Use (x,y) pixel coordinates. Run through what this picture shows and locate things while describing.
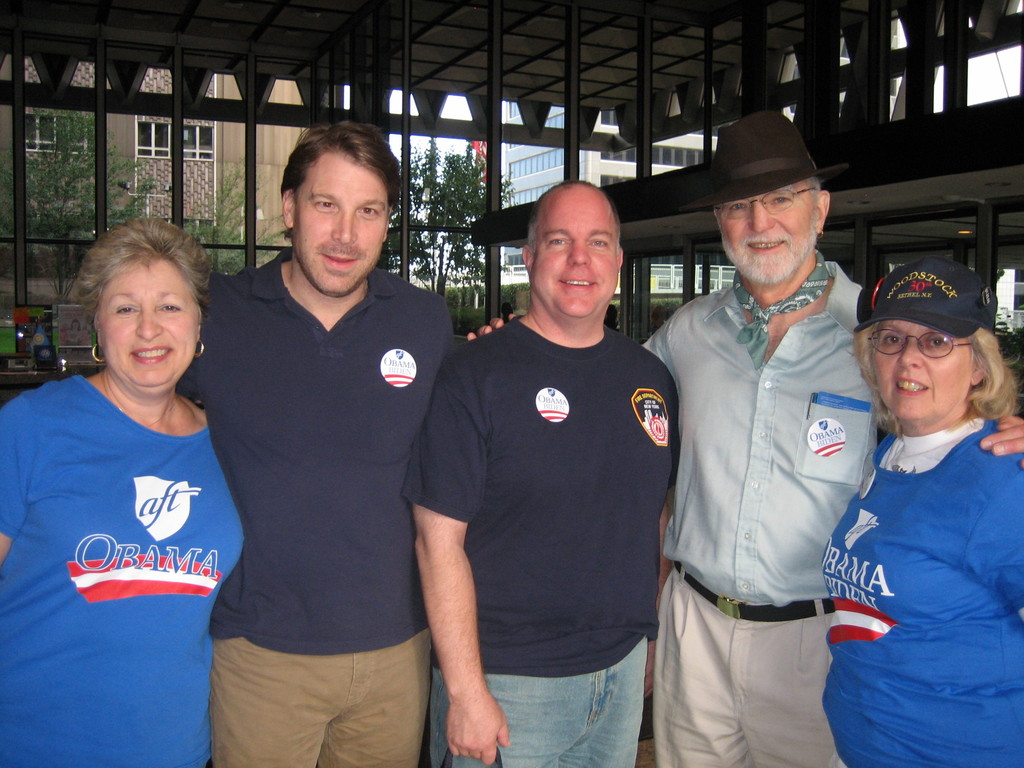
In this image we can see there are people (508,472) standing and at the back (967,187) we can see the shed (618,122) and few objects (65,345). There are buildings (191,156) and trees (447,205) in the background (231,184).
